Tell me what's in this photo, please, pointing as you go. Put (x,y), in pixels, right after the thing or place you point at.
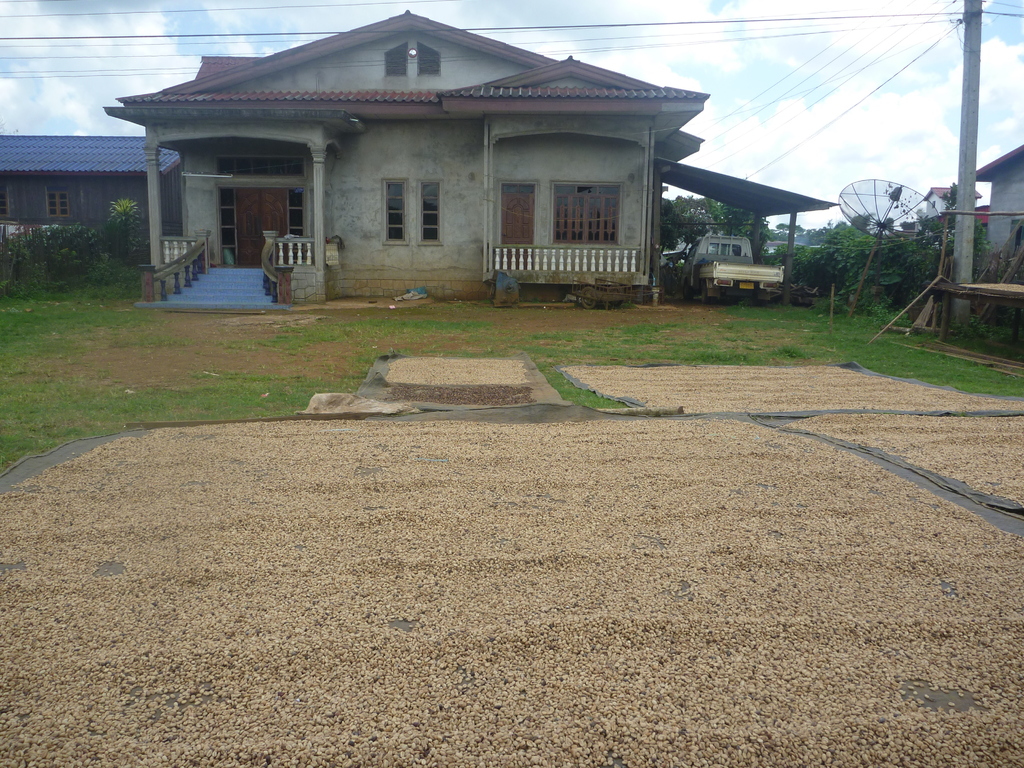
In this picture I can observe house (352,98). In front of the house (573,273) I can observe some grass (311,378) and grains (345,533) on the land (127,363). On the right side (968,110) I can observe a pole (960,243). In the background (727,67) there are some clouds (67,58) in the sky (522,3).
